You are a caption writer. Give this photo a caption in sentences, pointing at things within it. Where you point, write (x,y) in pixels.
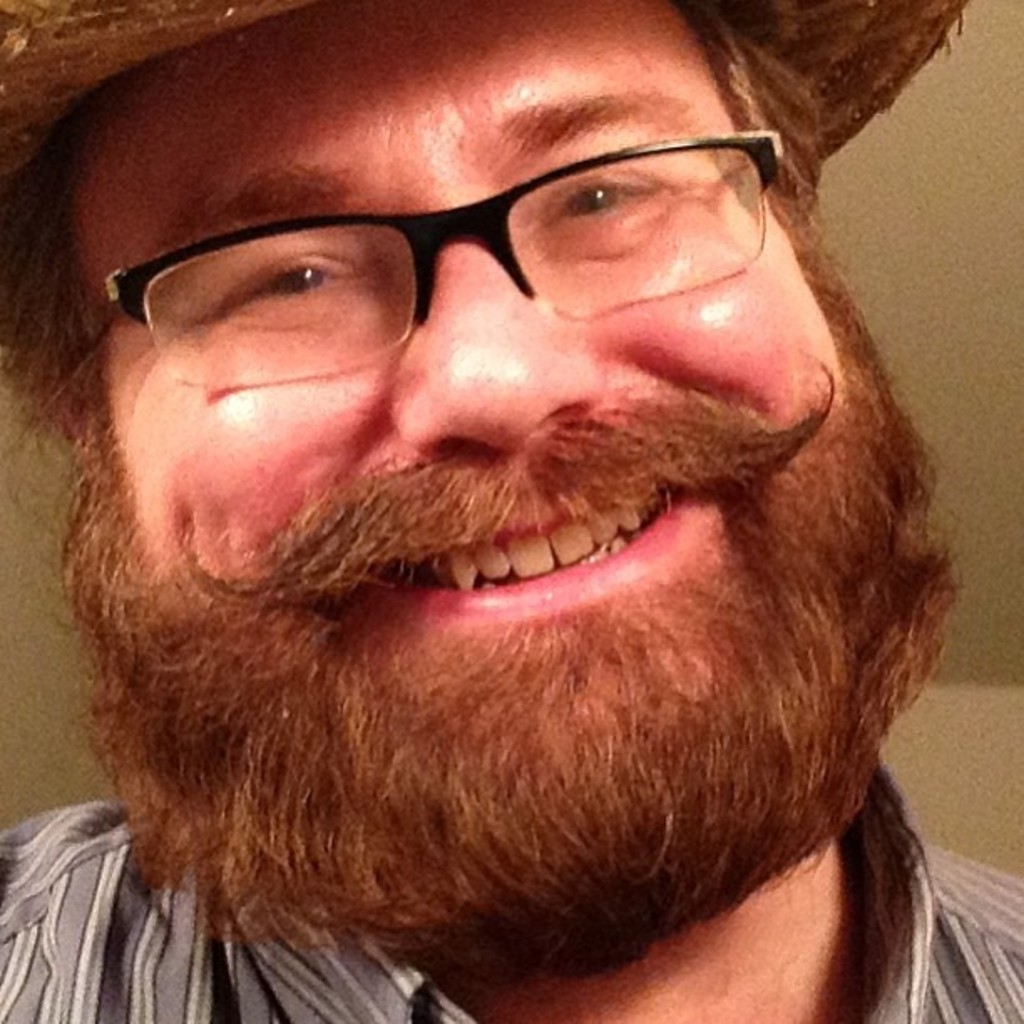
In this image, we can see a man (524,651), he is wearing specs (773,152) and he is smiling.
